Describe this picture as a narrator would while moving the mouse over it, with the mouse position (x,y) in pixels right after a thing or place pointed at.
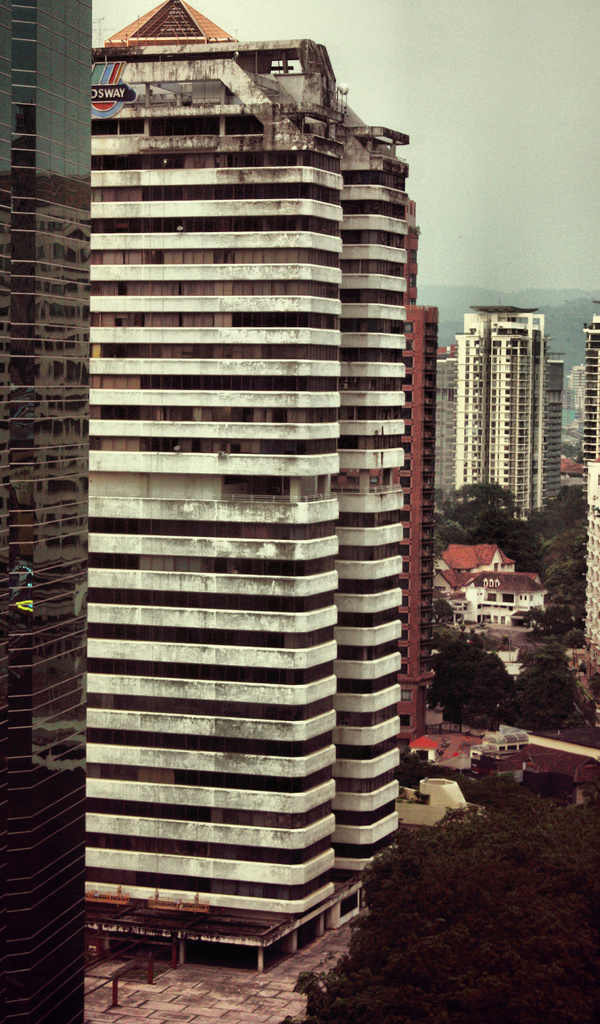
In this image we can see a group of buildings (213,646). We can also see some poles (182,954), a group of trees (448,855), the hills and the sky (451,176) which looks cloudy.
